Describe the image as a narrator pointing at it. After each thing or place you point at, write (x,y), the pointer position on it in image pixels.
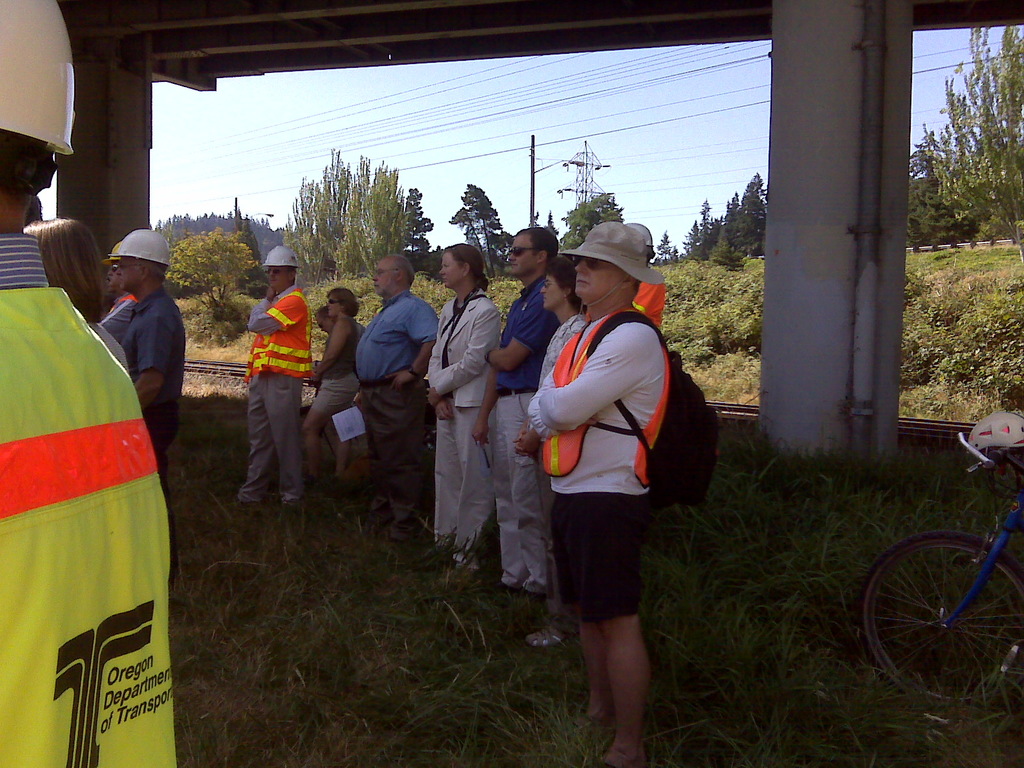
In this image I can see few people (20,211) are standing. I can see few of them wearing helmets (140,253) and one man (586,244) is wearing a cap (635,254). Here I can see a cycle (911,578) and in background (166,286) I can see number of trees (998,70) and a tower (592,173).
